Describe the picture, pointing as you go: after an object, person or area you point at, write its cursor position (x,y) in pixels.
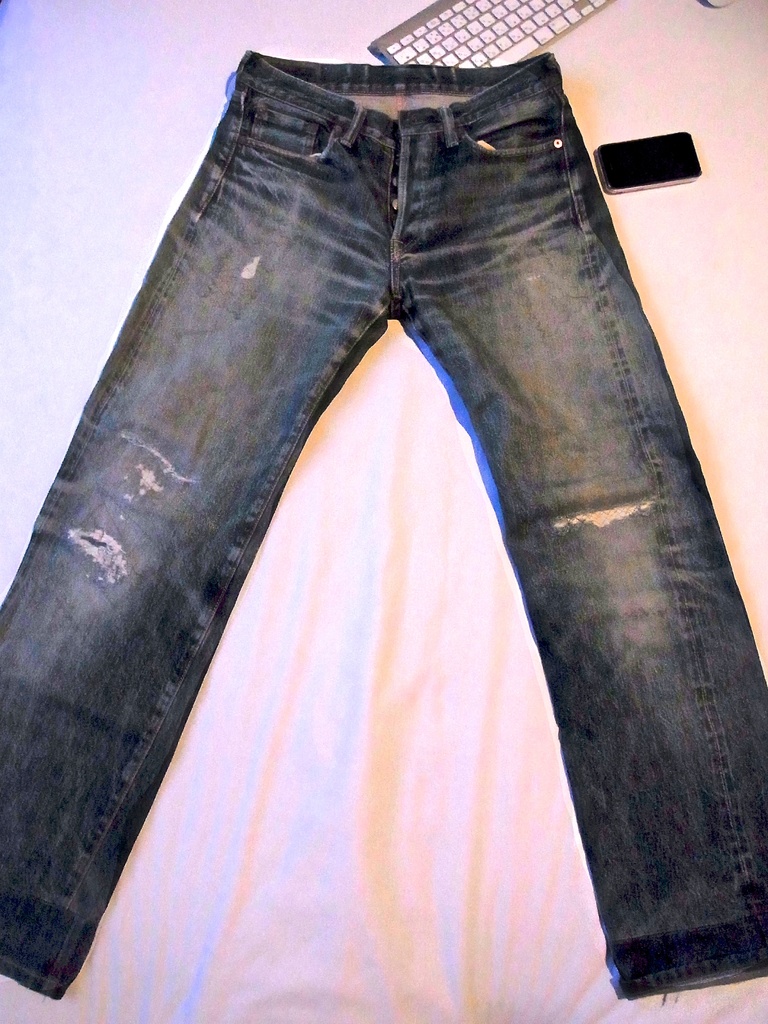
As we can see in the image there is a bed (138,244). On bed (340,450) there is white color bed sheet (335,624), black color jeans (253,296), keyboard (408,53) and mobile phone (655,183).
